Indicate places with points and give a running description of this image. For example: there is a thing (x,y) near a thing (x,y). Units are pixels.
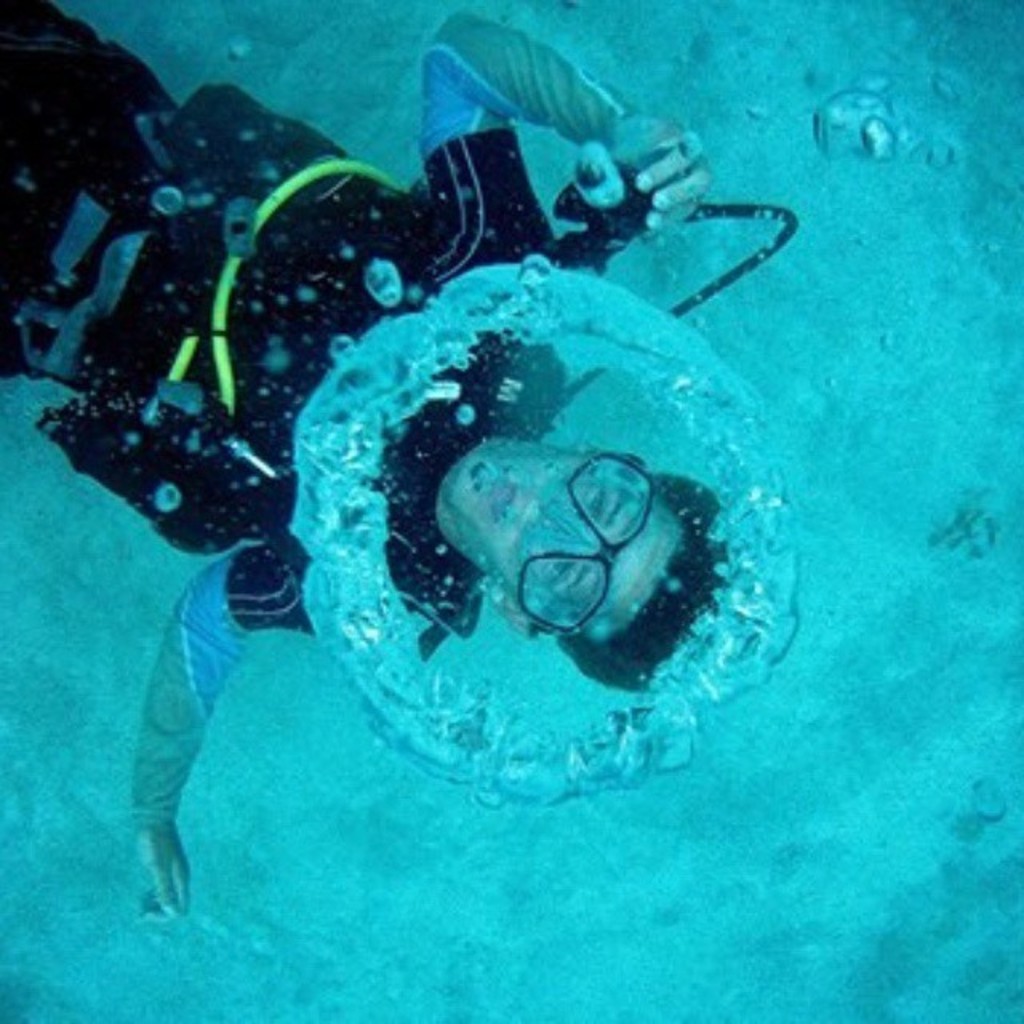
In this image there is a man (323,194) inside the water (115,820).
